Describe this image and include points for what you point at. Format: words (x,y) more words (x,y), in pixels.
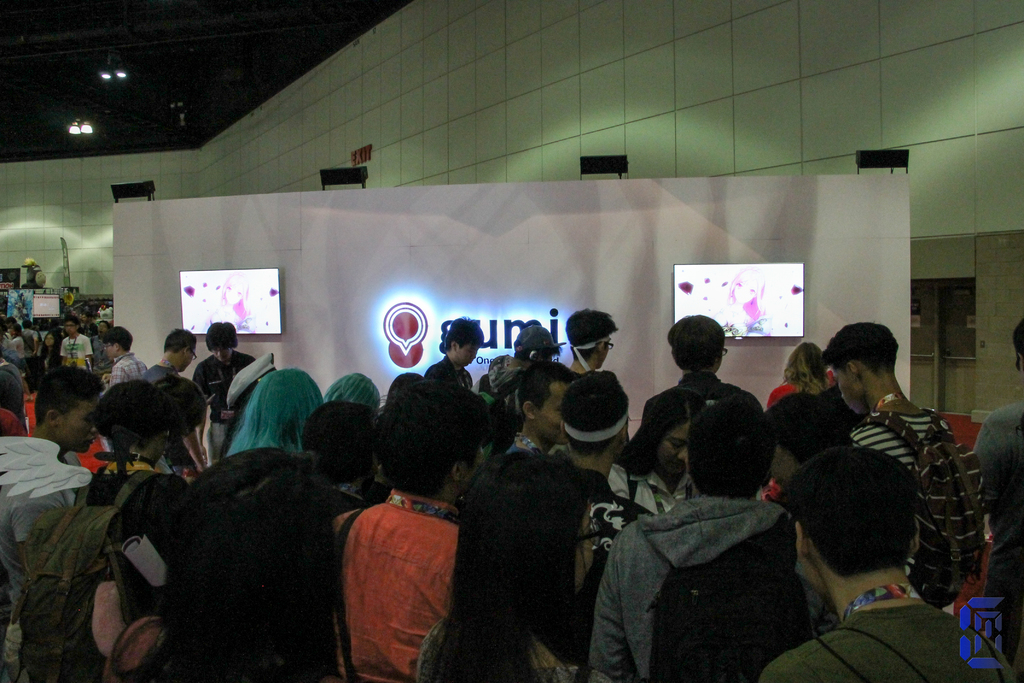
In this image we can see some people (560,506) are standing in a room (147,90) and there is a board (776,201) in the middle (555,271) with two led tv screens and in the background (819,164), we can see the wall (802,169).
